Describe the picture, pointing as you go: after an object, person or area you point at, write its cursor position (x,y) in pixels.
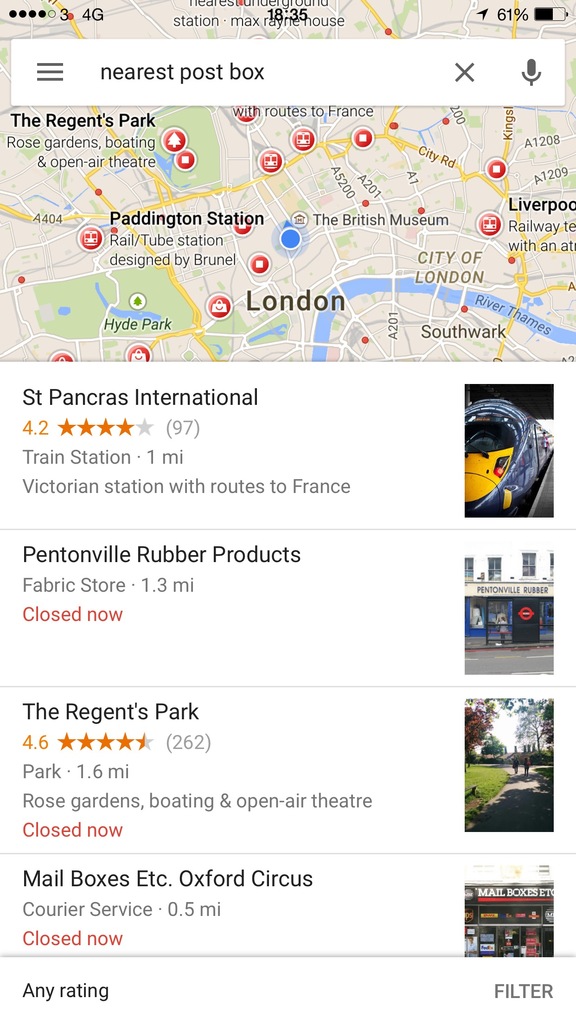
This is a screenshot of an image. We can see pictures (540,560) and some text (159,393) on it.
